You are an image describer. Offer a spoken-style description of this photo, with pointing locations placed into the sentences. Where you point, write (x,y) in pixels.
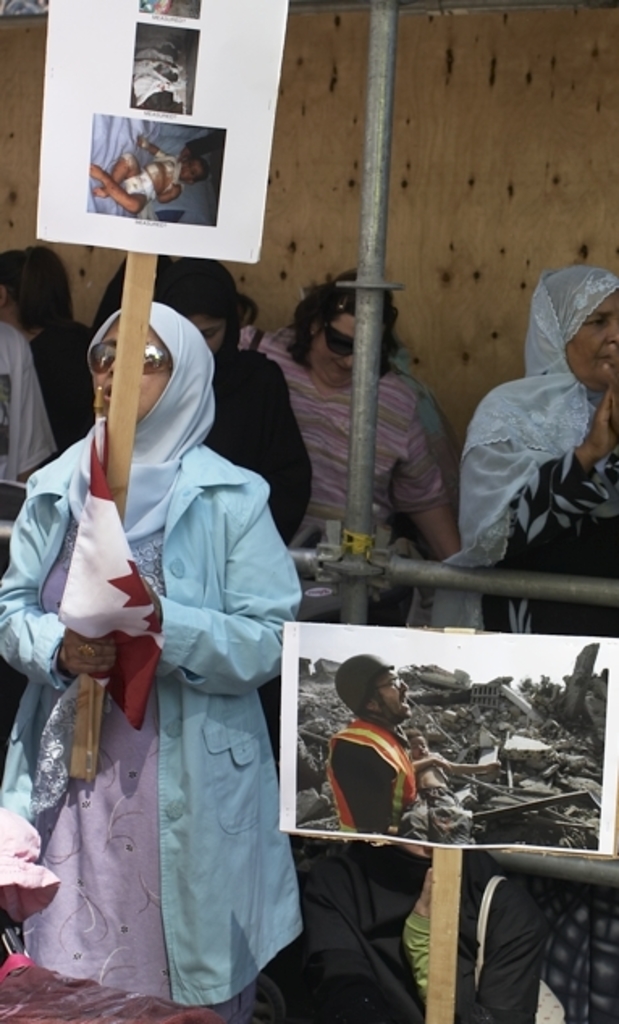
At the bottom left side of the image (24,975), we can see a hat (7,902) and a cloth (20,987) on some object (7,936). In the center of the image (352,524) we can see rods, one person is sitting and a few people (221,527) are standing and they are in different costumes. Among them, we can see two persons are holding placards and one person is holding a flag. On the placards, we can see a few people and a few other objects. In the background (337,226) there is a wooden wall (512,219).
